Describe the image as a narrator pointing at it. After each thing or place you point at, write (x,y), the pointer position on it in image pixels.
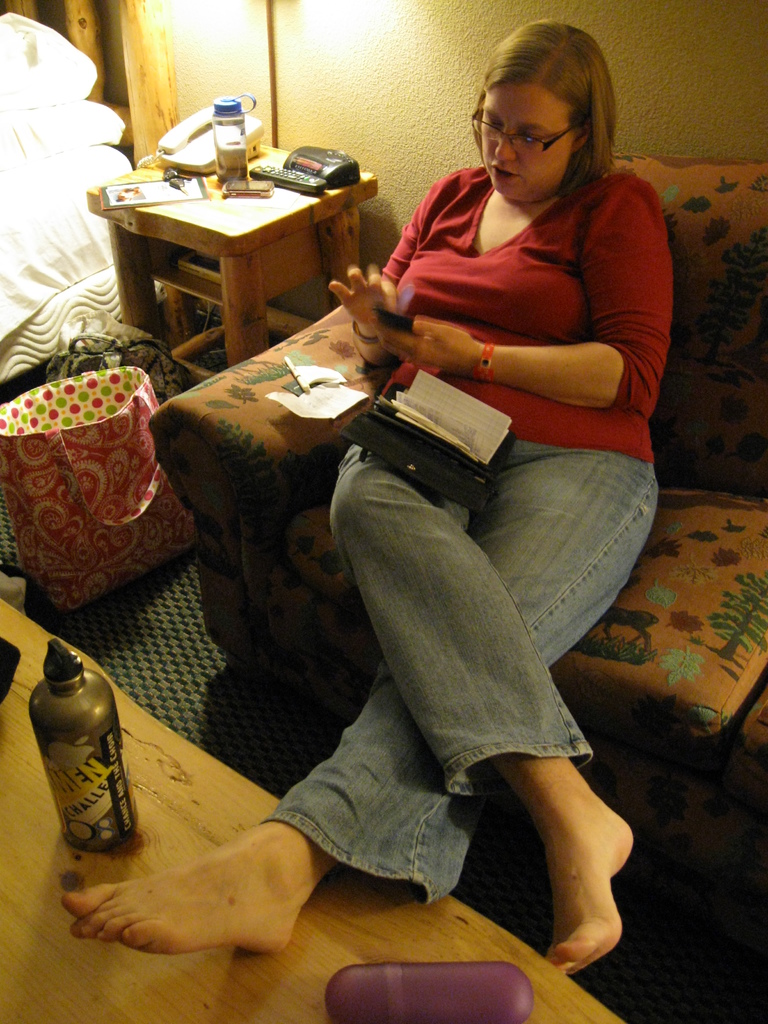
In this image I see a woman (579,46) who is sitting on a couch (279,546) and she kept her legs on the table (10,994) and on the left (151,306) there is a stool (156,231) over here and there are few things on it and there is a cover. In the background (366,110) I see the wall (579,22).
